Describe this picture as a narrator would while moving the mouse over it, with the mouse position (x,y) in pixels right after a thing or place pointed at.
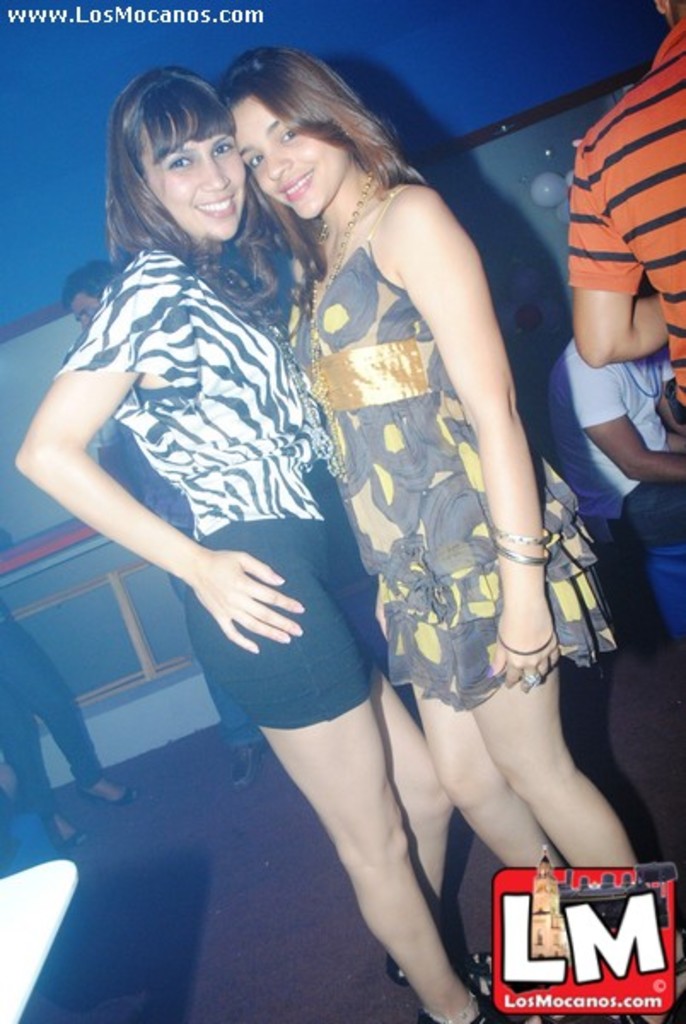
In this picture we can see there are two women (325,549) standing on the floor (305,826) and behind the women (308,406) there are some people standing and a person (625,513) is sitting. Behind the people (638,497) there is a wall (517,169) and on the image there are watermarks (572,982).
